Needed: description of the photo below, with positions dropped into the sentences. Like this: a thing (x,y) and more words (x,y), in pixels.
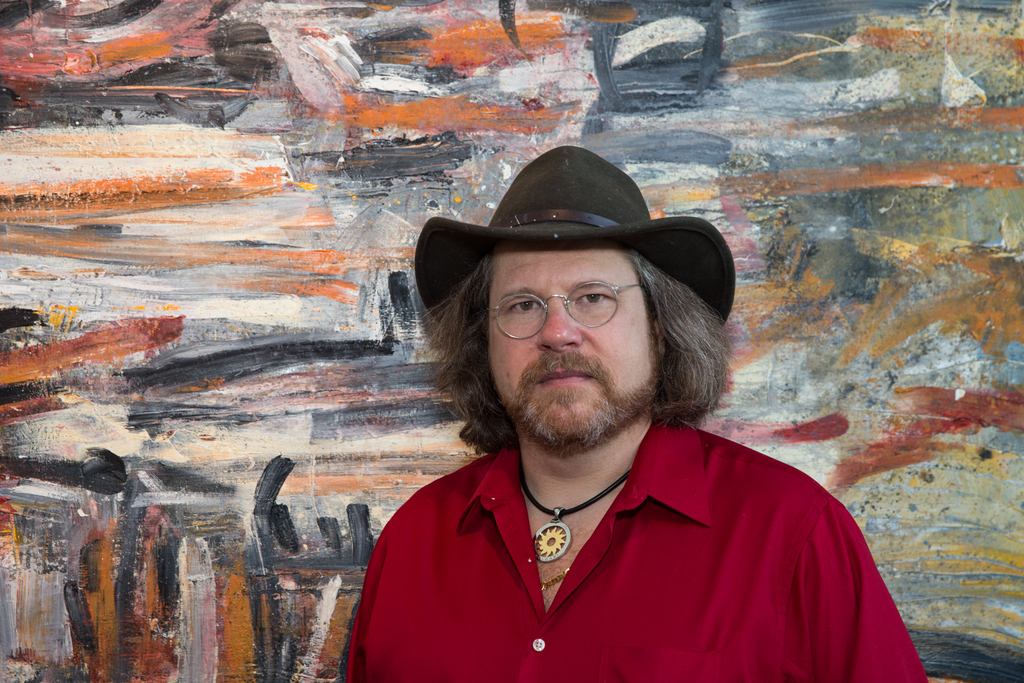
In this image in the front (574,399) there is a person (579,457) wearing a red colour shirt (630,575) and black colour hat (625,238). In the background (280,274) there is painting (202,324) on the wall (179,276).
